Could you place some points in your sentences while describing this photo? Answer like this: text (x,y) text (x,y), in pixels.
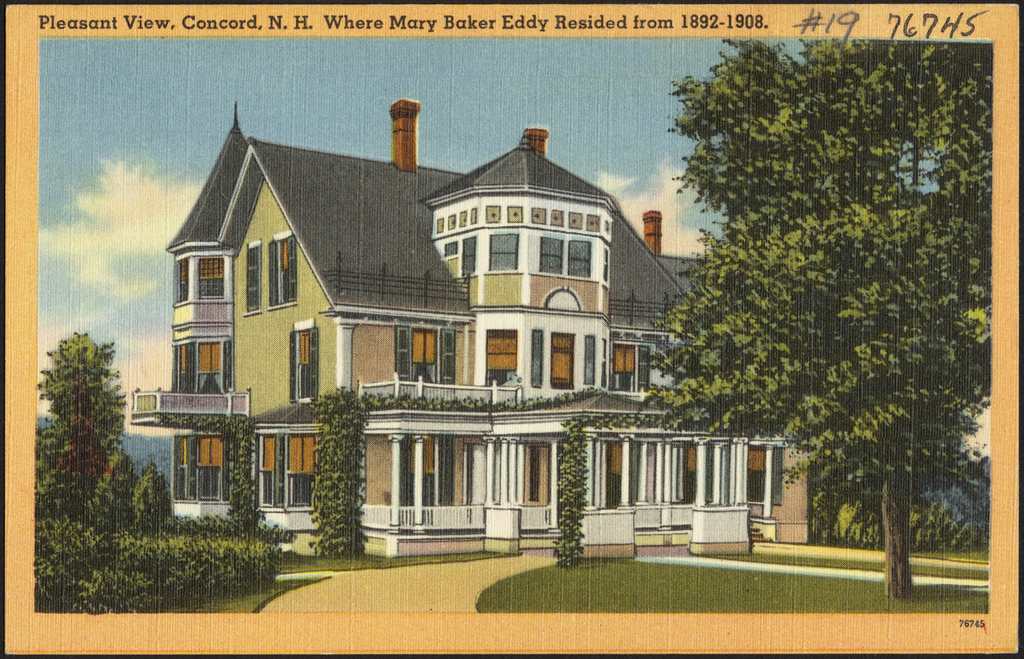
This is poster (849,410), we can see trees (784,165), grass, plants (162,538), building (624,513) and sky (120,121). Something written on this poster (1011,15).
